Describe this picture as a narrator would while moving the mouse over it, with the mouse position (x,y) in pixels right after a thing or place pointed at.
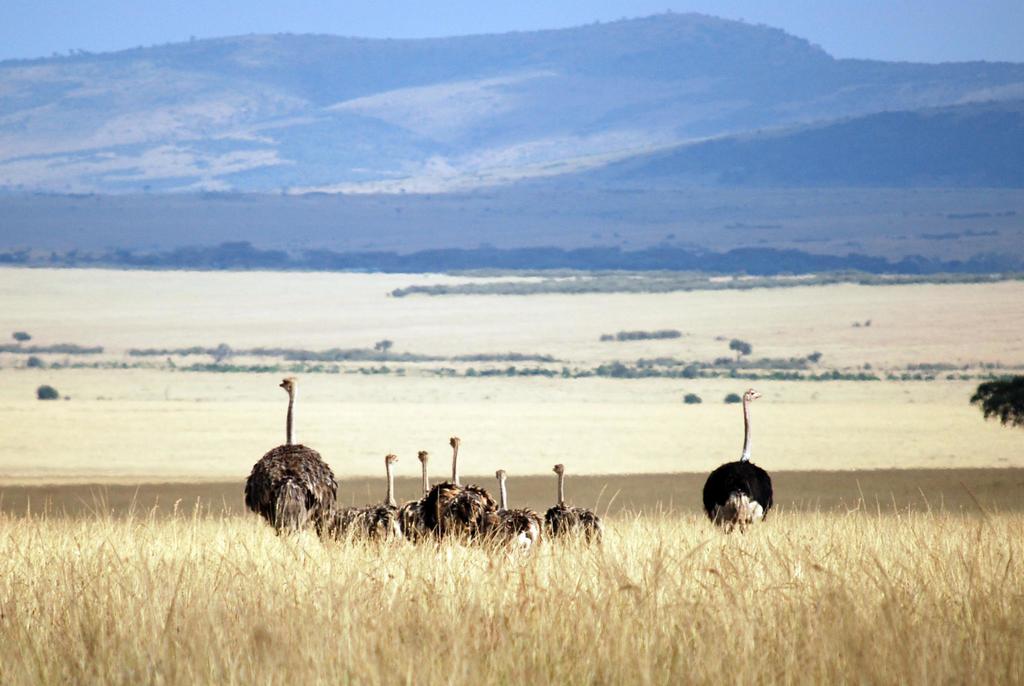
In this image there are ostriches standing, and in the background (197,326) there is grass (942,610), trees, hills (882,104), sky (868,3).
